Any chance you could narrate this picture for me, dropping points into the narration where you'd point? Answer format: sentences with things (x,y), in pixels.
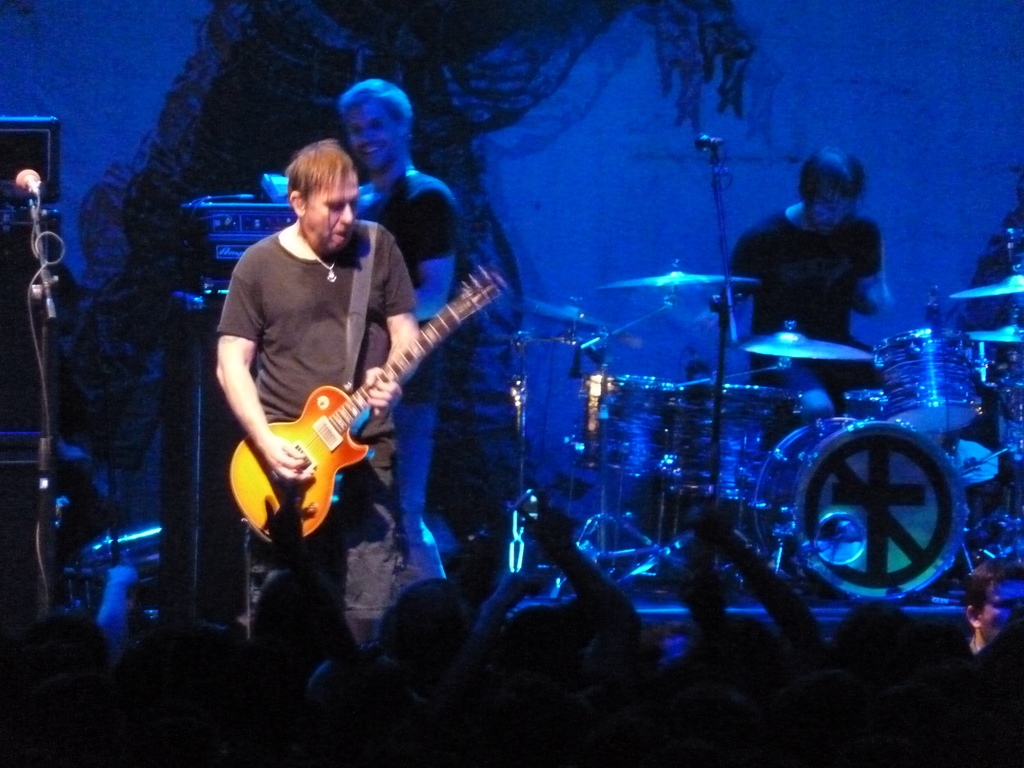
These two persons (336,195) standing. This person (328,167) holding guitar (341,402). There is a microphone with stand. This person (759,293) sitting. This is musical instrument (799,439). These are audience (382,648).
